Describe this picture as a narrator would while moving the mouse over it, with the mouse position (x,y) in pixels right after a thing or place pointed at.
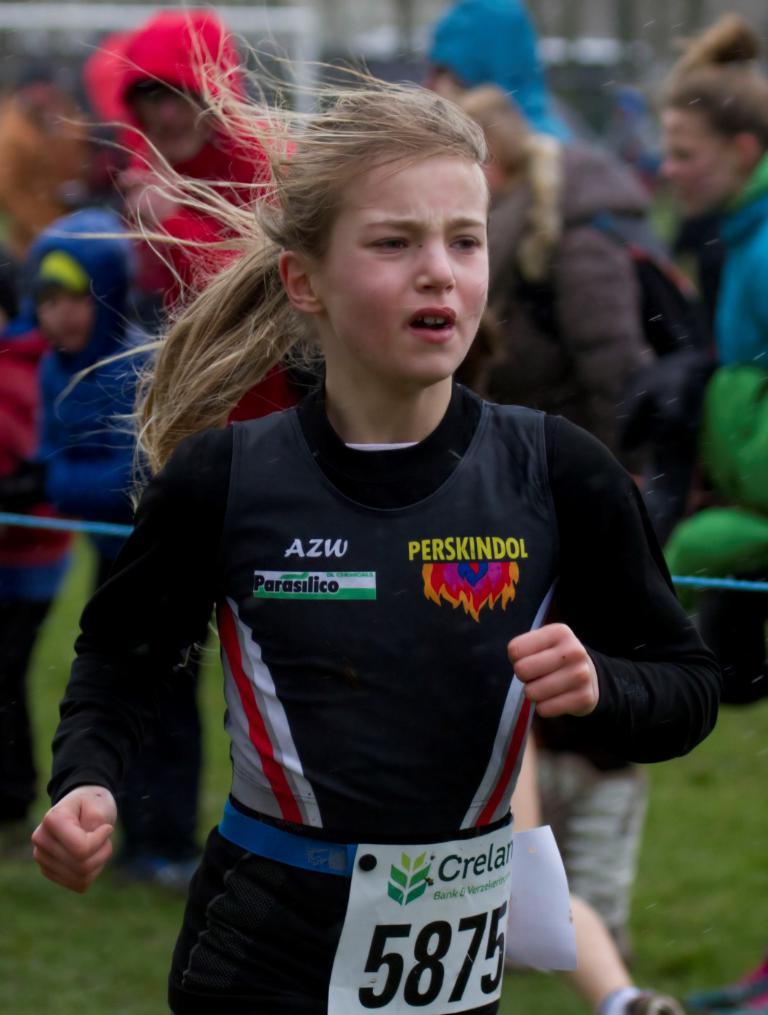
This is a girl (406,911) running. In the background (699,363), I can see few people (186,171) standing. This is the grass (714,867).
